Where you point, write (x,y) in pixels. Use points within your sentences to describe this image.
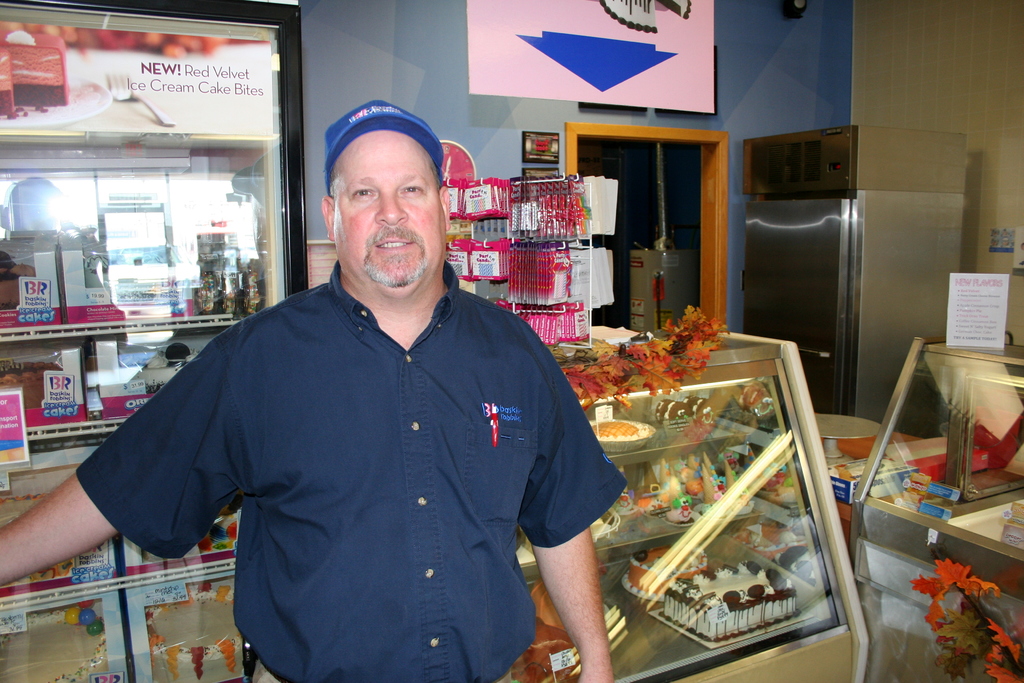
In the picture I can see a man (360,465) is standing. In the background (77,596) I can see cakes (769,618), refrigerators (827,380), wall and some other things (753,433).
